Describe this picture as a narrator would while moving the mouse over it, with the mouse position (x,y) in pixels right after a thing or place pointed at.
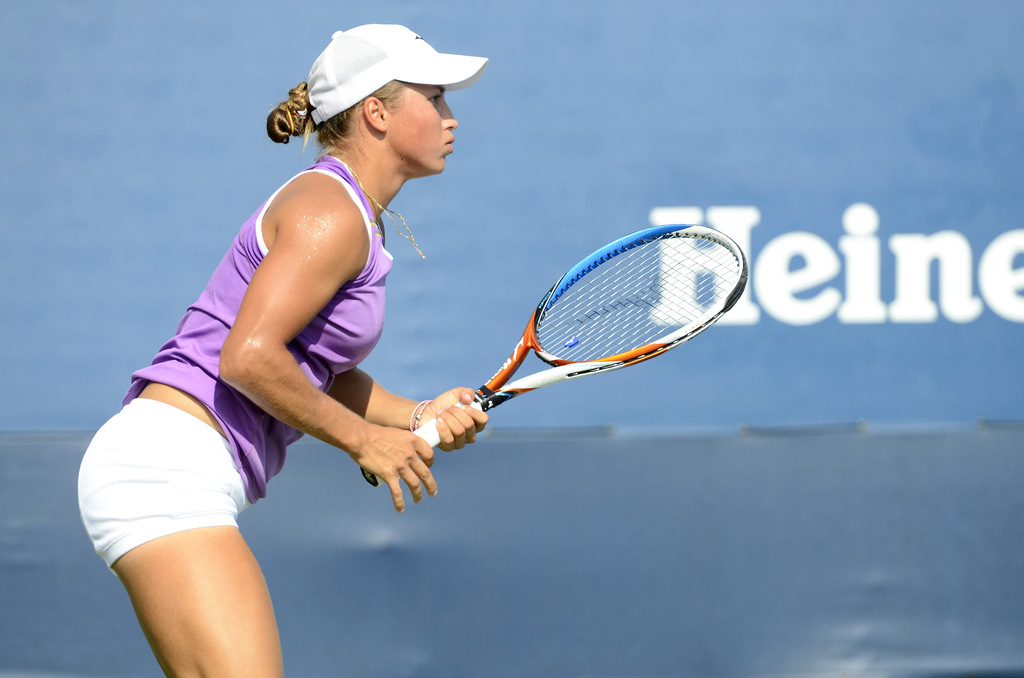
On the background (580,138) we can see hoarding (773,244). Here we can see a woman (284,395) standing, holding a tennis racket (577,348) in her hands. She wore white cap (424,68).
